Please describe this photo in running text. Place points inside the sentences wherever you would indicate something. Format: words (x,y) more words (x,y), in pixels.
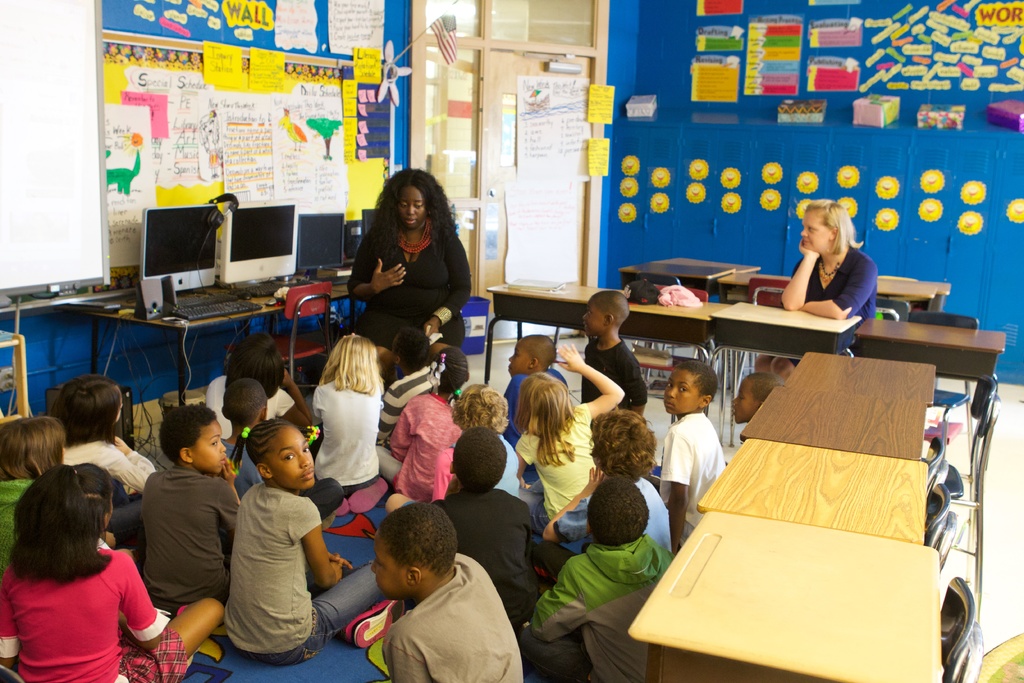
In this image we can see children (532,492) sitting on the floor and women (455,297) sitting on the chairs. In the background (624,98) there are many papers (324,99) pasted on the walls (835,94), flag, desktops (334,239), cables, speakers (155,307) and bags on the table (687,343).
